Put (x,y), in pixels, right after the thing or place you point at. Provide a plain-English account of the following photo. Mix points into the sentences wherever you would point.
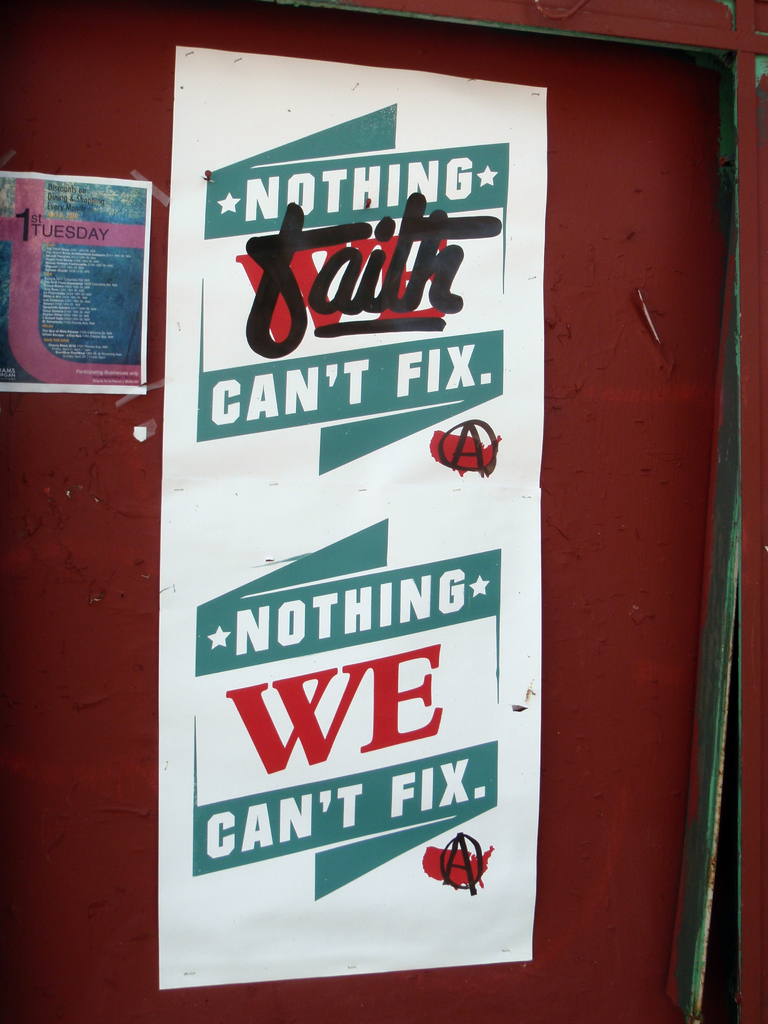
In this image I can see the brown colored surface (607,506) and to it I can see two posters (377,415) are attached.
